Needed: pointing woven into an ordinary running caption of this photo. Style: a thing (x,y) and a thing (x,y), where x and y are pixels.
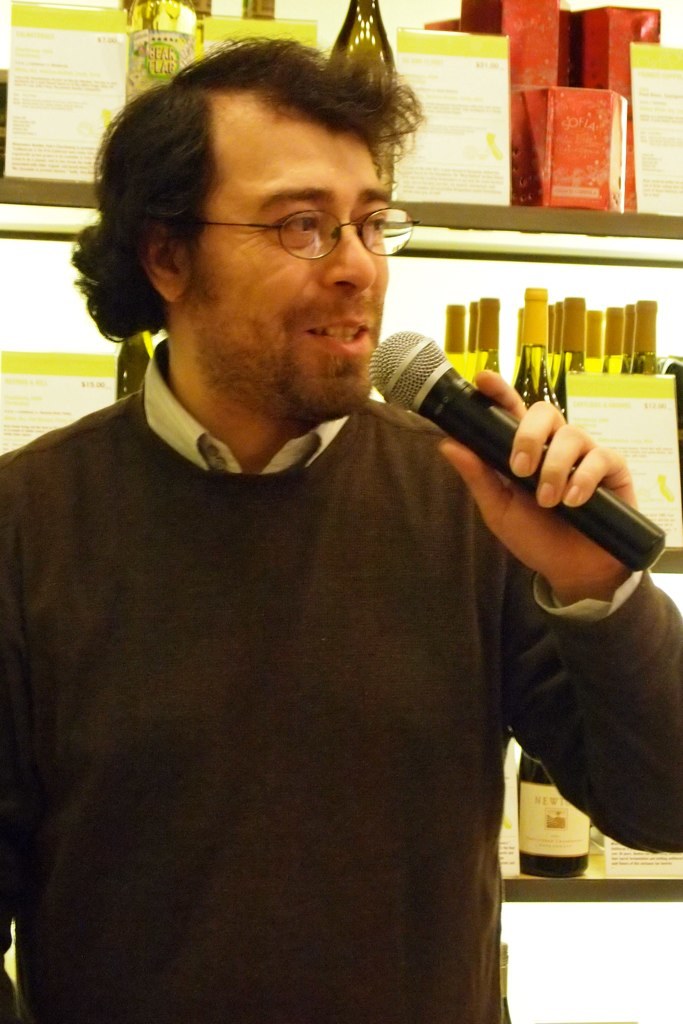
In this image on the left (215,770) there is a man (257,863) he hold a mic (587,514) and he is speaking. In the background (412,201) there are many bottles (545,379), poster (492,142) and box (571,136).
